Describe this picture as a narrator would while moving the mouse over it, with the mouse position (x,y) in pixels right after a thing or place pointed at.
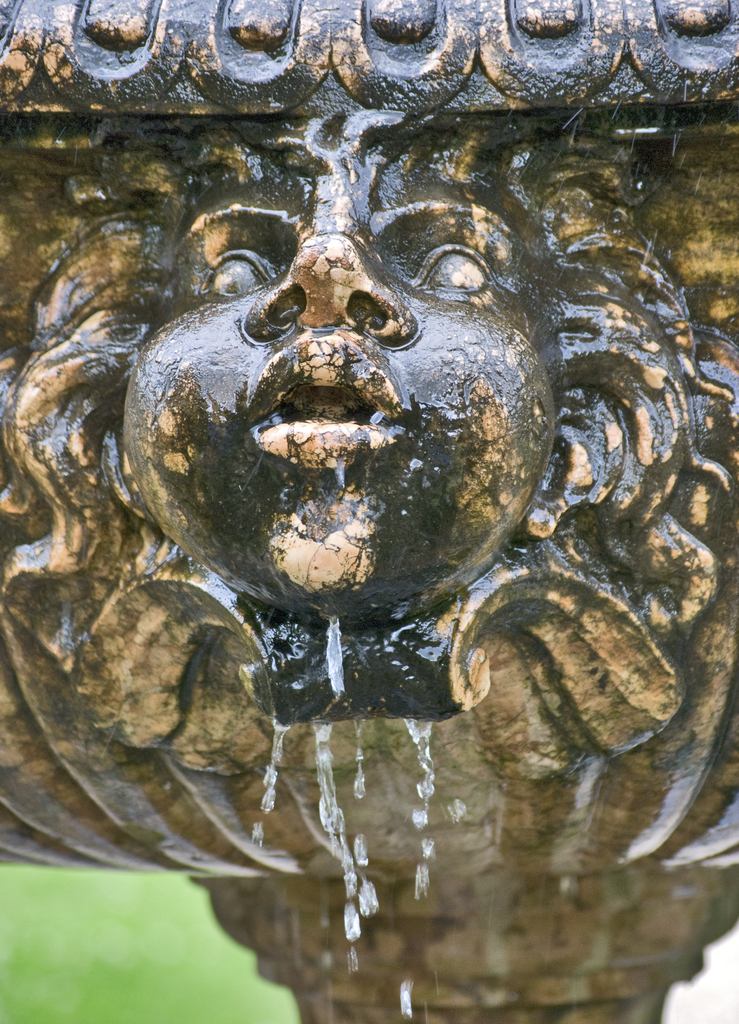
There is a sculpture (503,383) and water (347,928) is falling from it.
